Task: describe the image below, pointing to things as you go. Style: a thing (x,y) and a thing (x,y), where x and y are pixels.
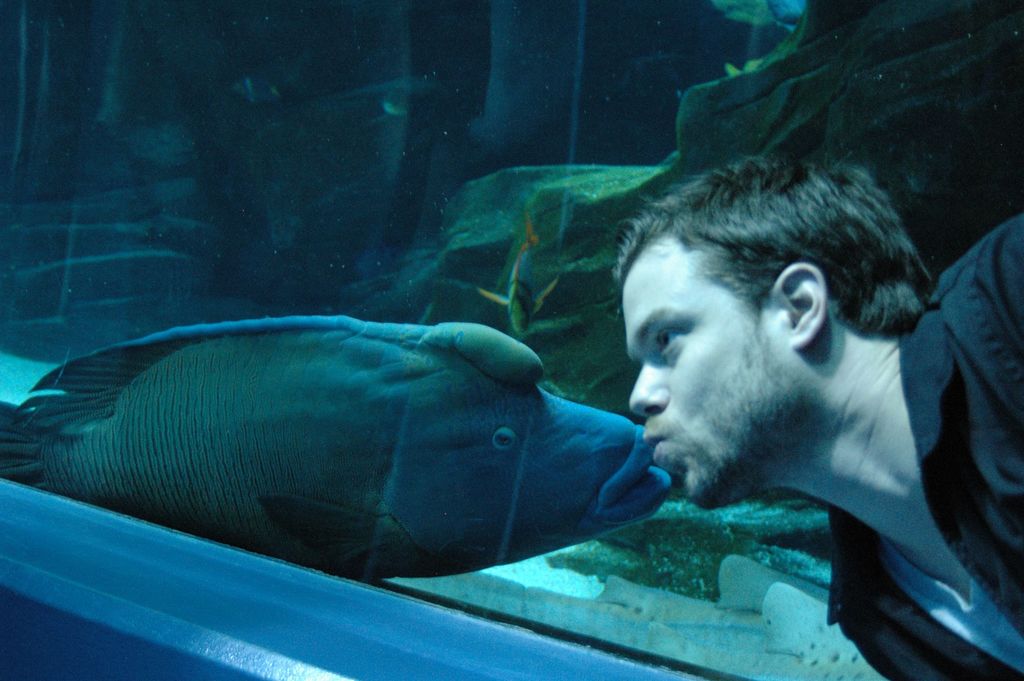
This image is taken indoors. On the right side of the image (821,285) there is a person (751,274) kissing the fish (618,490) which is in the aquarium (670,539). In the middle of the image (392,353) there is an aquarium (328,201) with few rocks (661,166), a fish (307,428) and water (560,154) in it.
